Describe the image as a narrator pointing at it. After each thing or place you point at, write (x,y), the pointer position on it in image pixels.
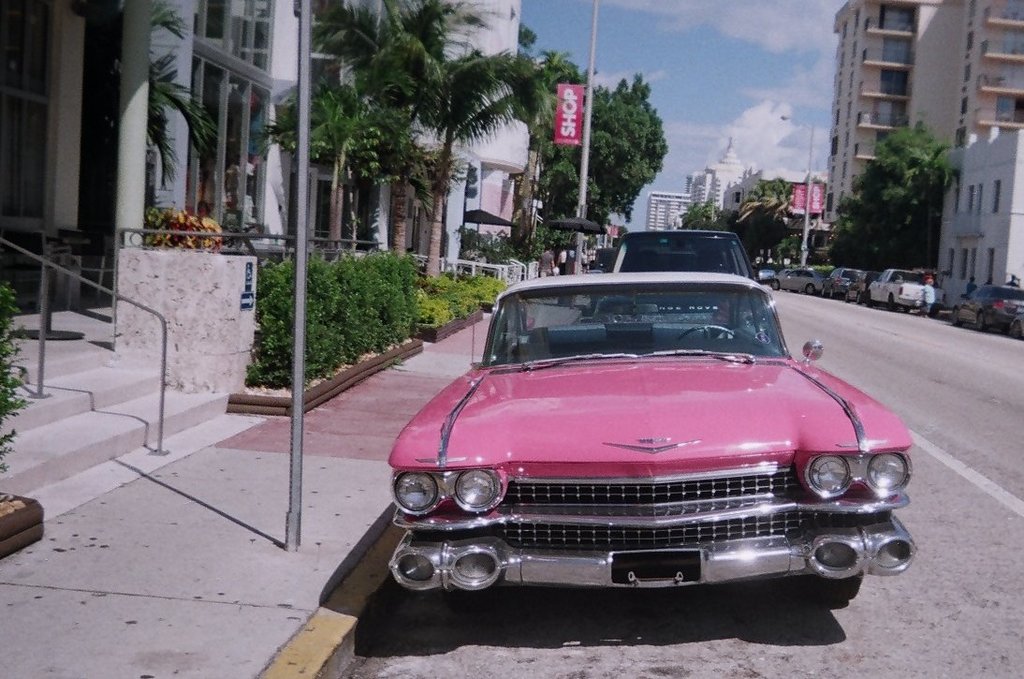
In this image I can see cars (634,342) on the road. There are poles (302,437), trees (435,254) and buildings (979,232) on the either sides of the road (915,367). There is sky (721,74) at the top (598,75).
